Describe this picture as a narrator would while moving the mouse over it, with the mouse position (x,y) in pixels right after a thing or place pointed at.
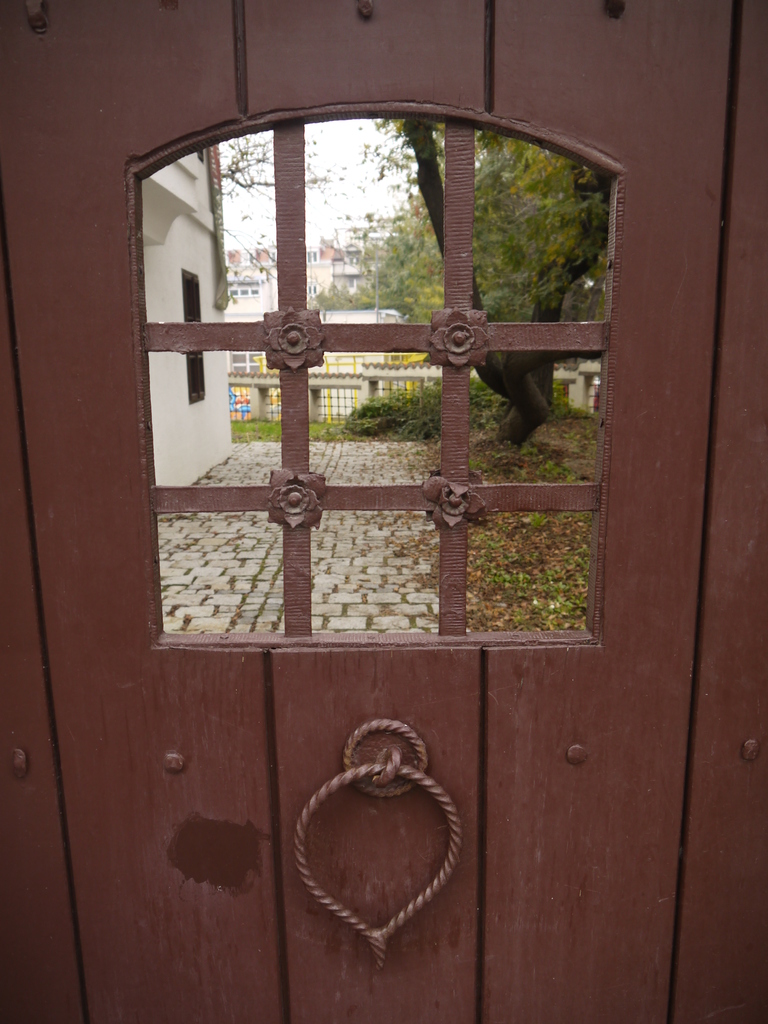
In this picture I can see a wooden door (229,797), from the door (351,488) I can see buildings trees (531,256) a cloudy sky (324,187).
